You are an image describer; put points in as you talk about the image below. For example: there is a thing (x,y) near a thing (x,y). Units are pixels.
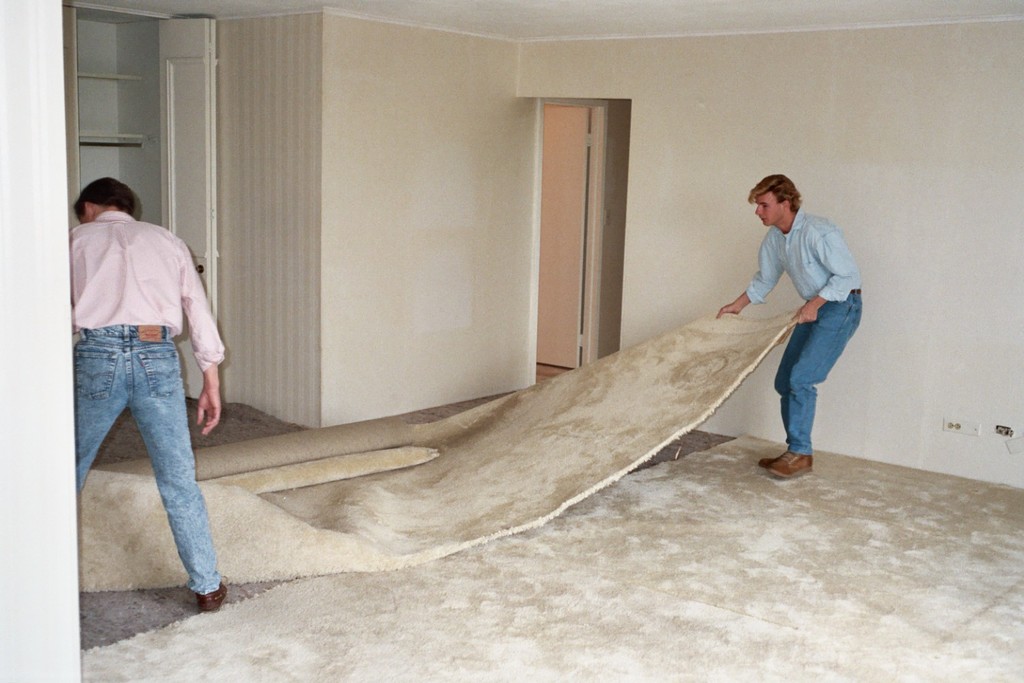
In this image I can see on the left side (181,438) a person (184,456) is standing, he is wearing trouser (144,438), shirt (179,329). On the right side (793,390) a person (792,403) is holding the floor mat (573,476), in the middle (559,277) there is a door (575,106), on the left side (142,12) it looks like a cupboard (193,177).
